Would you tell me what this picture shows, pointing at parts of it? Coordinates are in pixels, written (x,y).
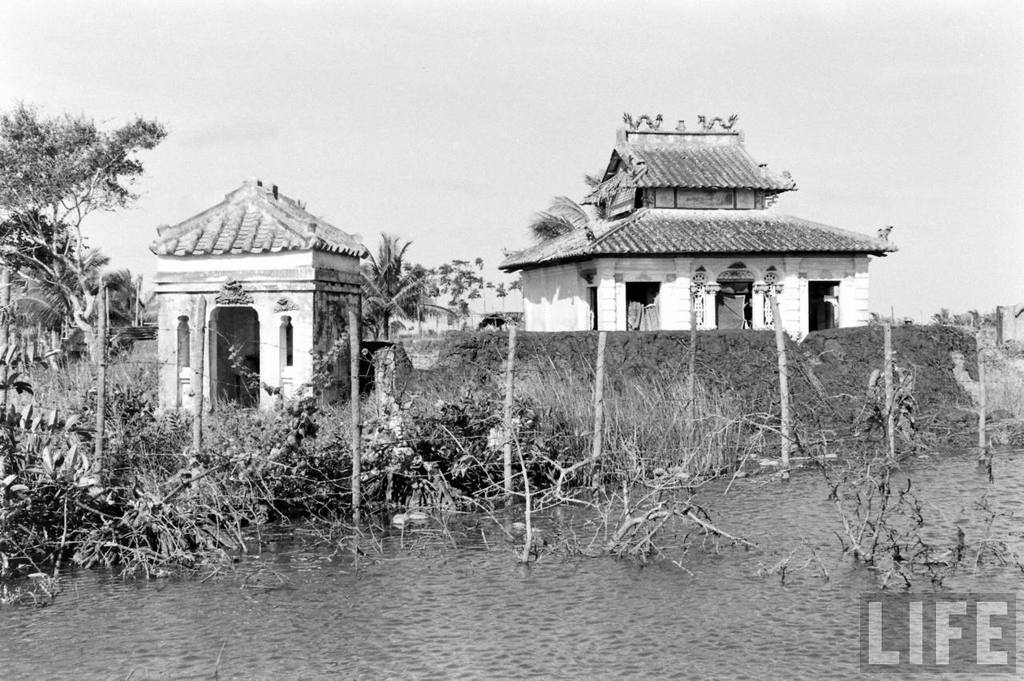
This is a black and white image. In this image we can see water (551,596), plants (227,473), trees (120,280), poles (781,428) and small buildings (572,238). In the background (442,89) there is sky (520,186). In the right bottom corner (937,634) something is written.
